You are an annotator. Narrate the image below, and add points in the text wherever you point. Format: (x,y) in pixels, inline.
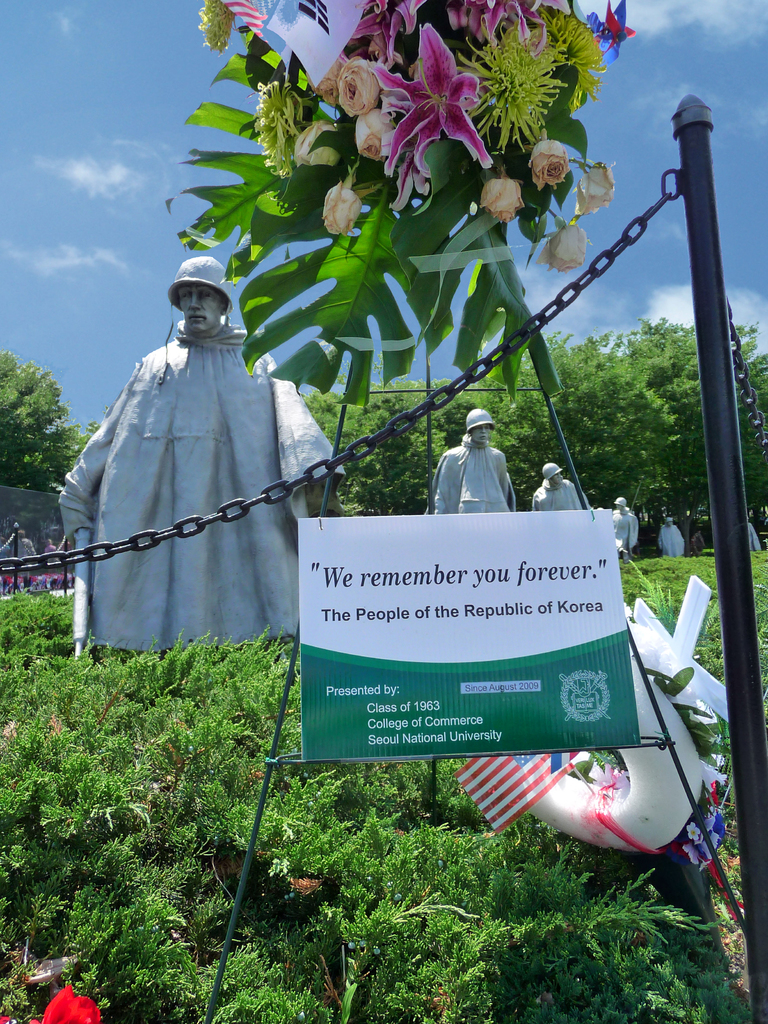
In this image we can see there are many statues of a soldier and at the top (505,81) there are some flowers (406,176) and leaves (371,277) and the background (162,110) is the sky (149,114).
